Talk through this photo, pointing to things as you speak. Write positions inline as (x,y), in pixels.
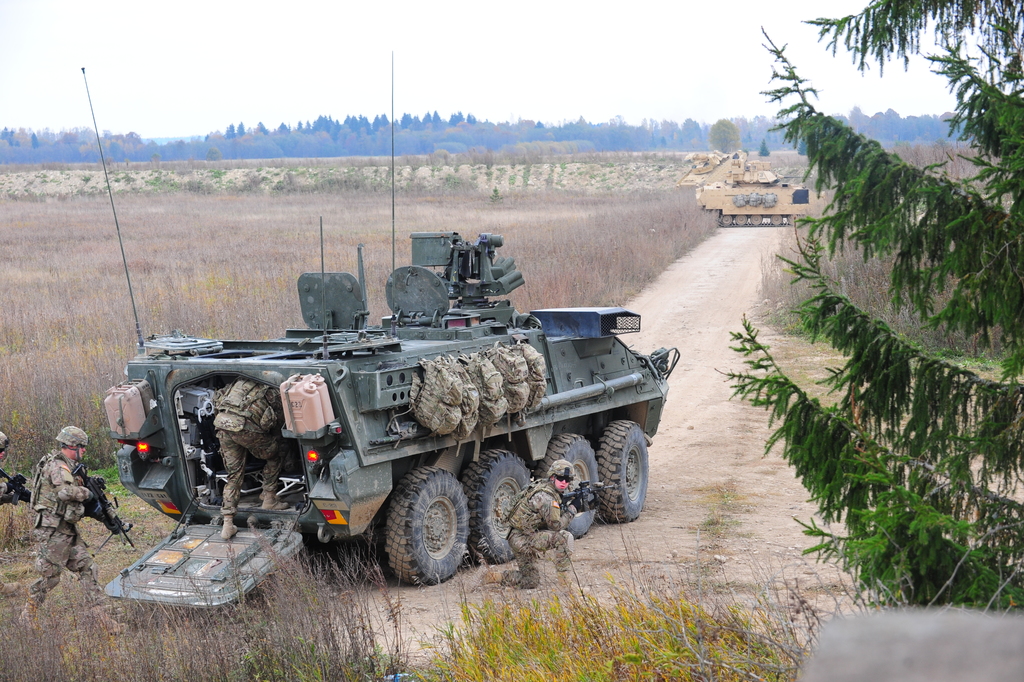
In this picture we can see the military tank (335,477) moving on the ground (747,403) with some military men (530,522). Behind we can see the dry grass (589,216) and some trees (588,147). In the front (969,470) bottom right corner (978,558) we can see the tree (987,451).
